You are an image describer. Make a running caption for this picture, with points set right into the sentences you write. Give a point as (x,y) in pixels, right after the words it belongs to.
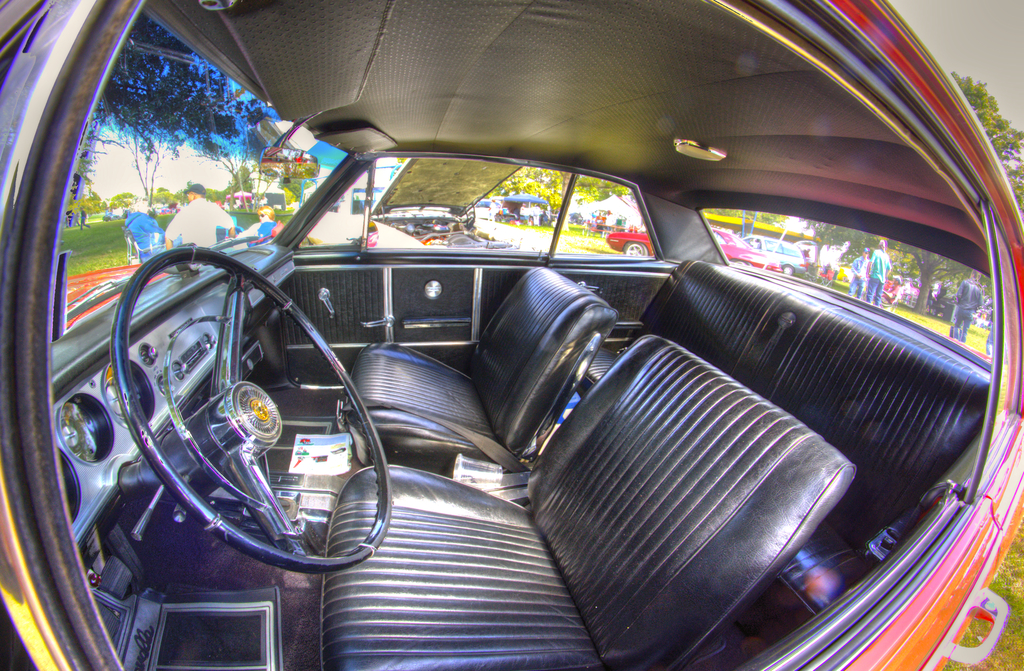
In the foreground of this picture (294,320), there is a vehicle (532,106) in which we can see steering (224,435), seats (632,416), door (461,255), mirror (290,160), and the light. In the background (556,213), there are tents (641,222), vehicles (471,242), chairs (134,246), persons (192,223), grass (121,242), trees (97,211), and the sky (106,202).
